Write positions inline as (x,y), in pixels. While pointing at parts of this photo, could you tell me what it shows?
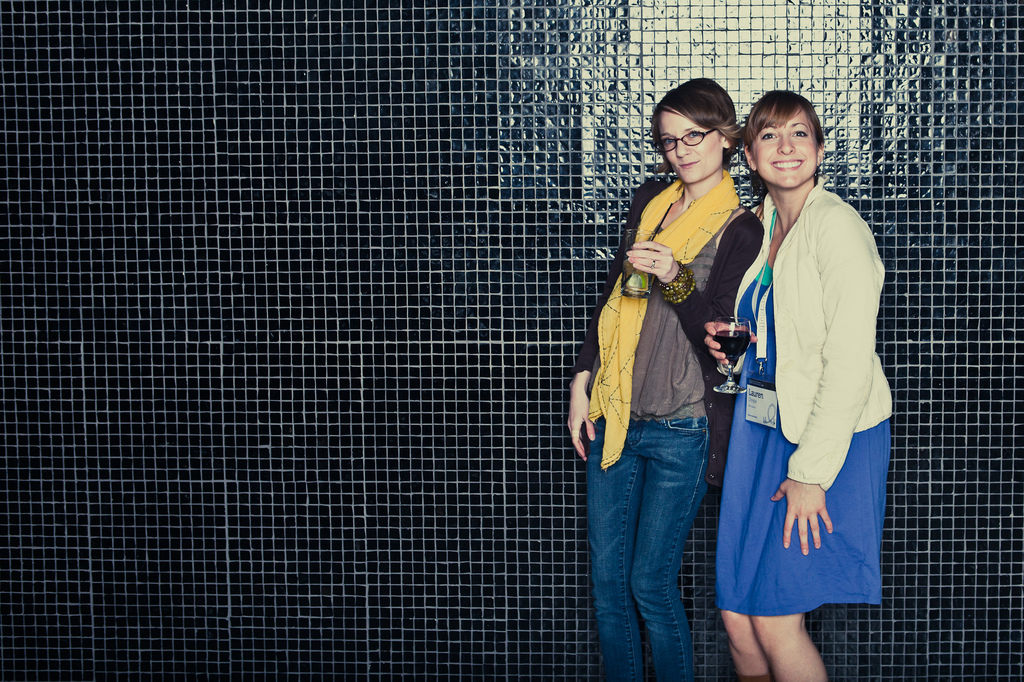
This picture seems to be clicked inside. On the right (813,212) we can see the two persons (759,205) wearing jackets (776,306), holding the glasses (740,345) of drinks (631,279), smiling and standing on the ground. In the background (316,73) there is a black color wall (460,188).
